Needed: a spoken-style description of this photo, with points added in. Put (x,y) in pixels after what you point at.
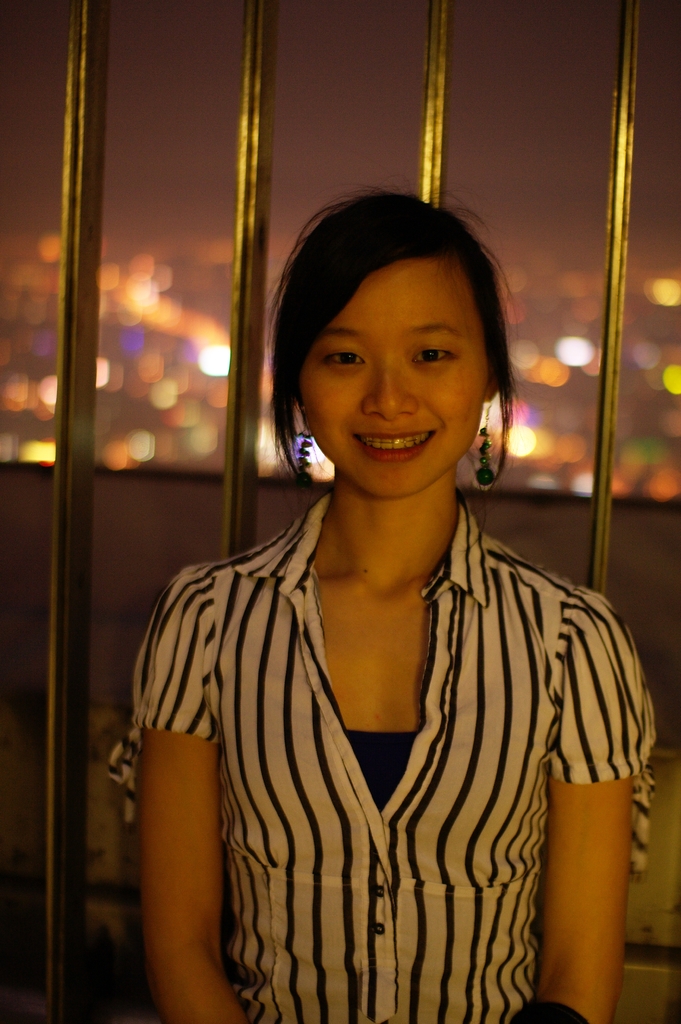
In this picture we can observe a woman (428,587) smiling. She is wearing white and black color shirt (343,727). In the background (75,349) we can observe bars (75,892). There are some lights (147,296) in the background (163,362).
